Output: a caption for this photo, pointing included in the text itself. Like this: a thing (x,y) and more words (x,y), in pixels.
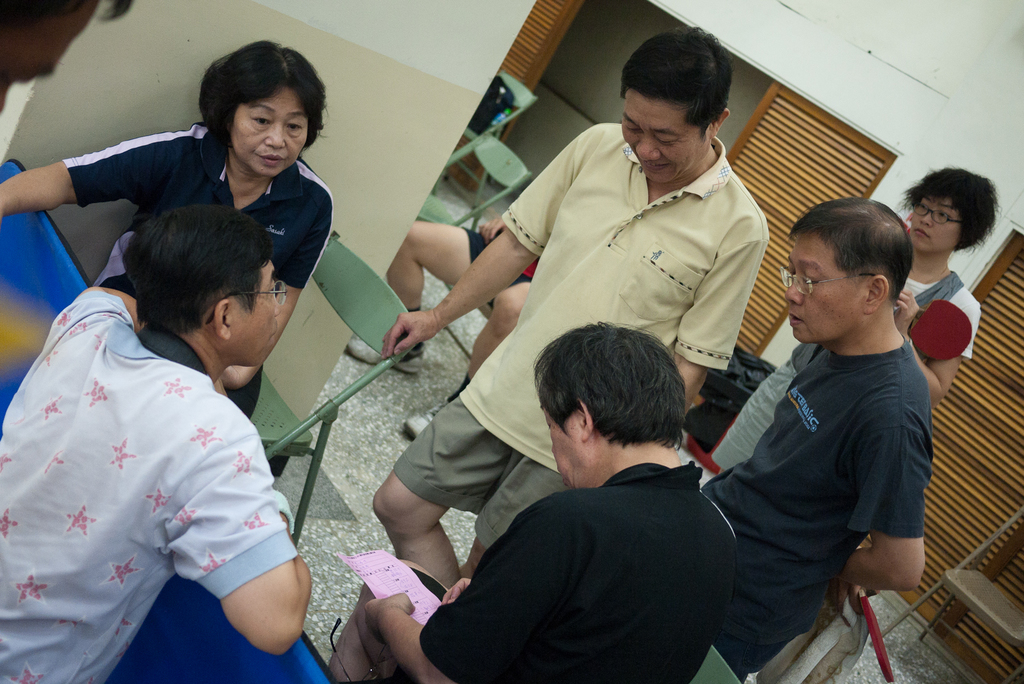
In this image, there are a few people (446,405). We can also see some chairs (488,132). We can see the ground (394,377) and the wall (916,74). We can also see some wood (1008,426). There are some black colored objects (489,115).
